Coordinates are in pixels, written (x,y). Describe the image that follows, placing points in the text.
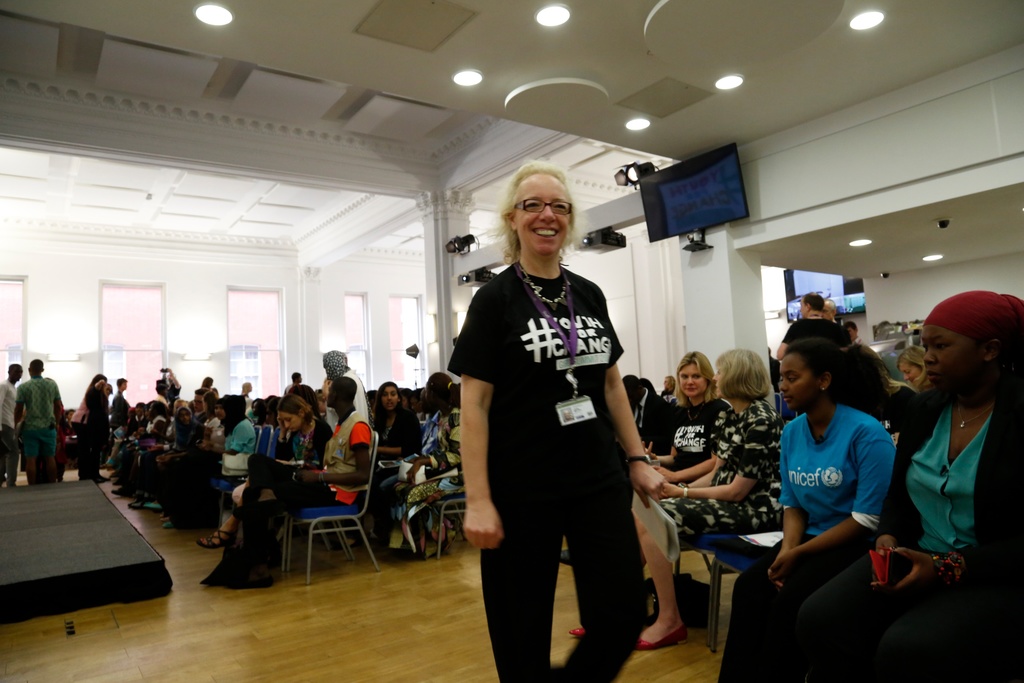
In this image we can see a group of persons (722,449) sitting on chairs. In the foreground (493,451) we can see a person (493,451) standing and the person (591,511) is holding the papers (659,523). Behind the persons (170,478) we can see a wall (196,317) and glasses (259,328). At the top (530,56) we can see the roof (422,45) and lights (641,171). There is a television (689,214), lights (448,250) and projectors (460,276) at the top (666,182). On the left side (104,440), we can see few persons (77,404) and a black object (32,554) looks like a stage (40,570).
